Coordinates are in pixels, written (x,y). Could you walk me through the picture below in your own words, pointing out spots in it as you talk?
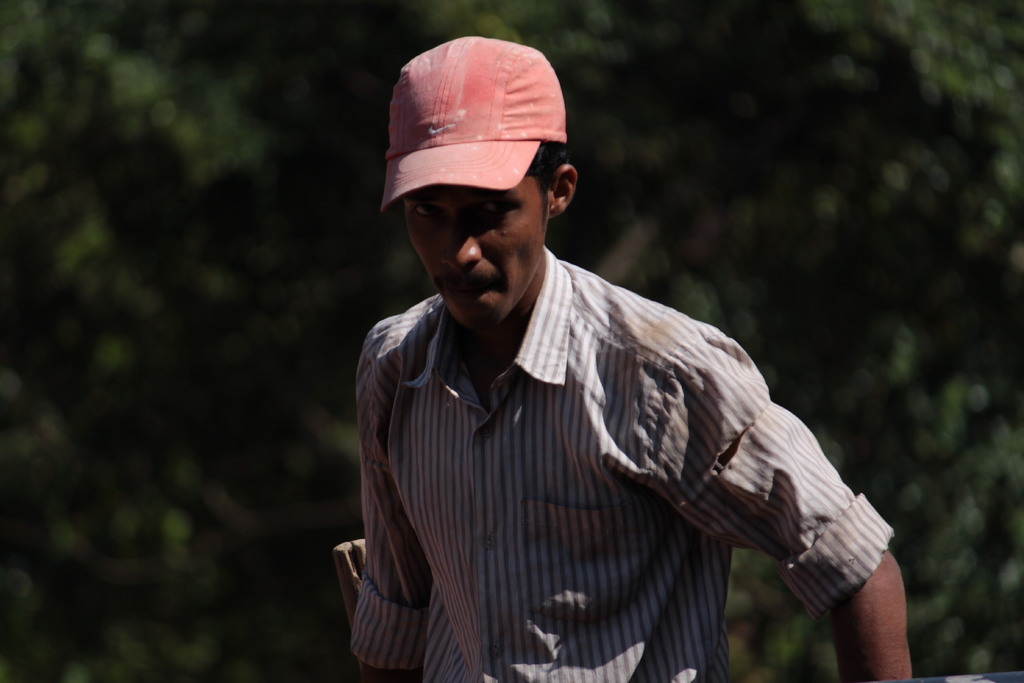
Background (1017,438) portion of the picture is blurred. In this picture we can see a man (793,555) wearing a shirt (537,408) and cap (492,172).
